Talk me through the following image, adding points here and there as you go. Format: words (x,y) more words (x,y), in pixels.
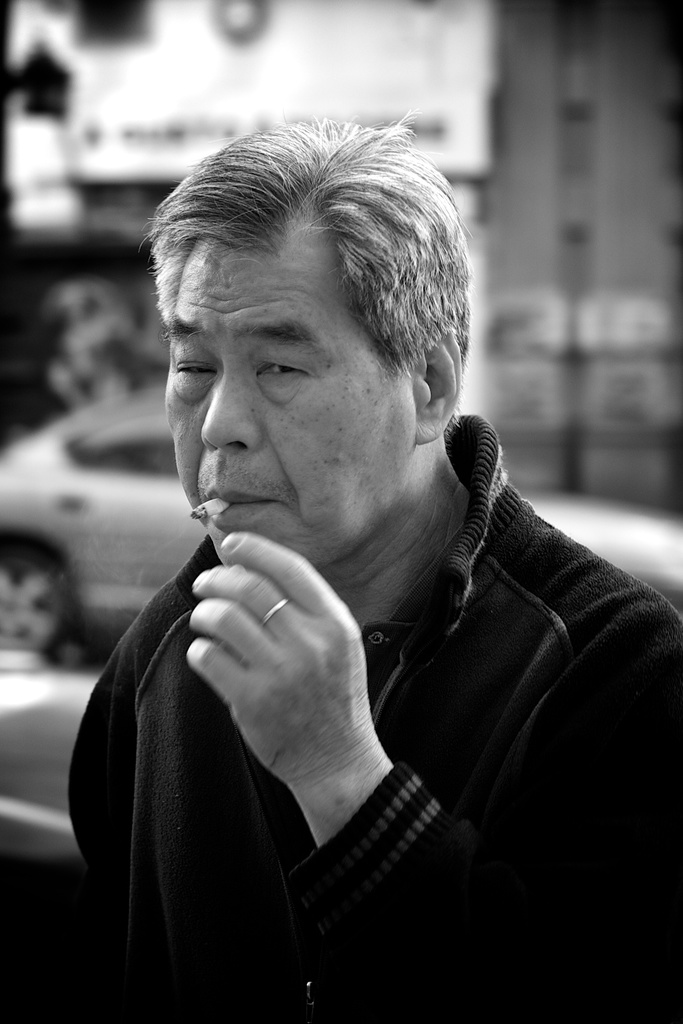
There is a person (573,582) in jacket (134,702) having a cigarette (218,511) in his mouth (236,494) and smoking. In the background (117,469), there is a vehicle (129,496). And the background (62,603) is blurred.
